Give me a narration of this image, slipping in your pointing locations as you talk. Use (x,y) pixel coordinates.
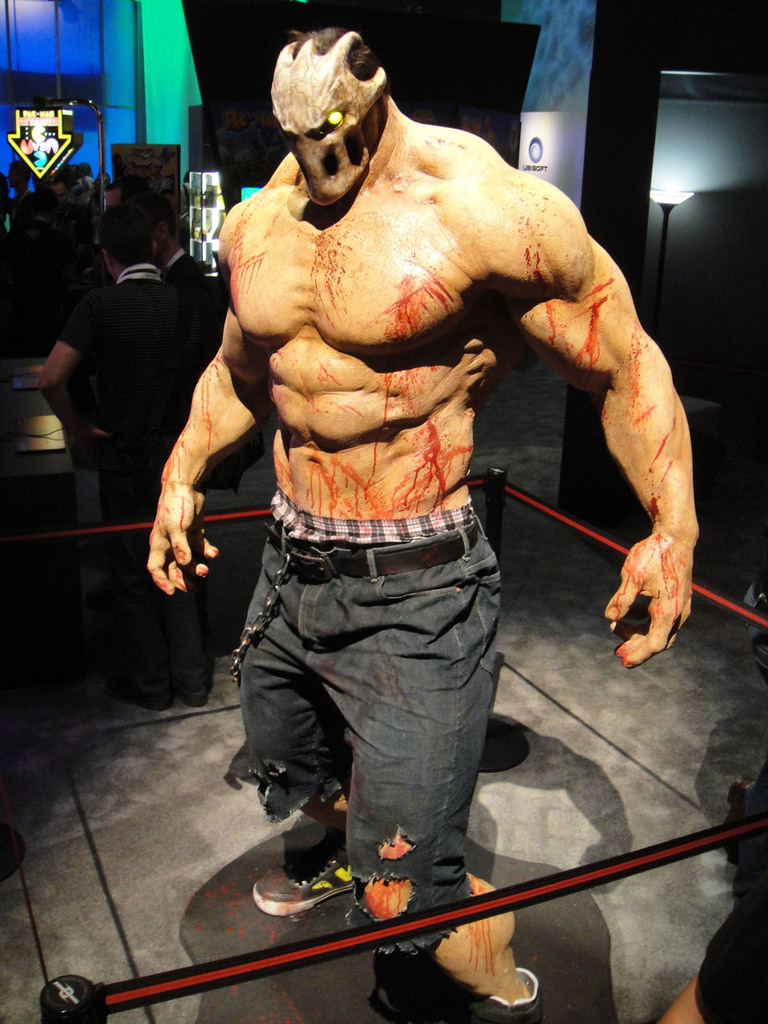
This picture describes about group of people (153,369), in the middle of the image (447,507) we can see a statue (328,500), in the background (667,225) we can find lights (662,238).
